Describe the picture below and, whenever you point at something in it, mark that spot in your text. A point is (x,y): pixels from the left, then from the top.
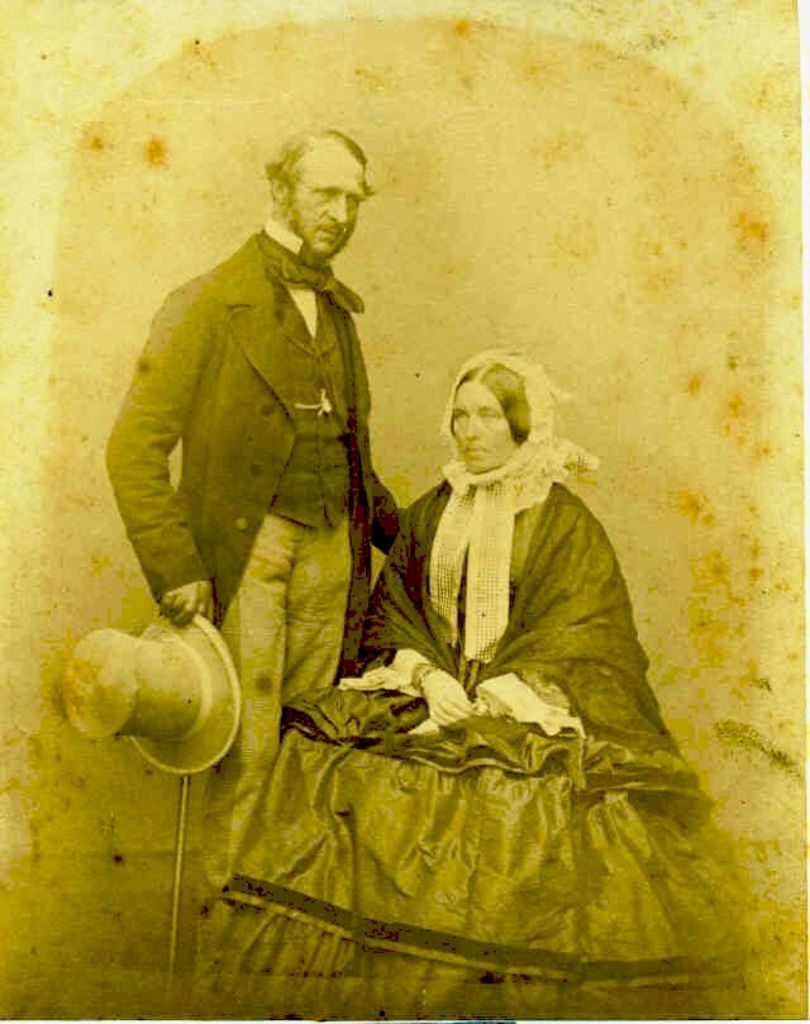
In this picture I can see there is a photograph (566,374) of a man (276,611) and a woman (506,662). The woman (506,702) is sitting and wearing dress (396,862). The man (246,663) is holding a cap (216,737). This is a very old image.
